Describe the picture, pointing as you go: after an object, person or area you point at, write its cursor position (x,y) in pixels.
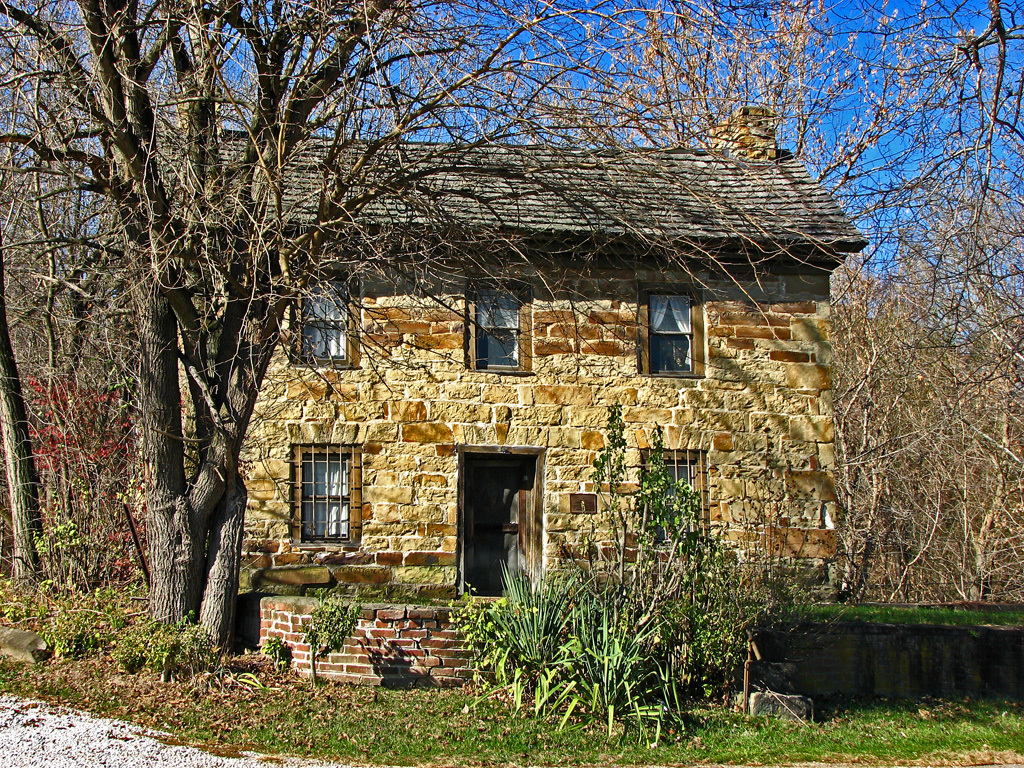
In this picture I can see a house (665,175), there is grass (718,711), there are plants (729,591), trees (604,100), and in the background (923,124) there is sky (896,170).
